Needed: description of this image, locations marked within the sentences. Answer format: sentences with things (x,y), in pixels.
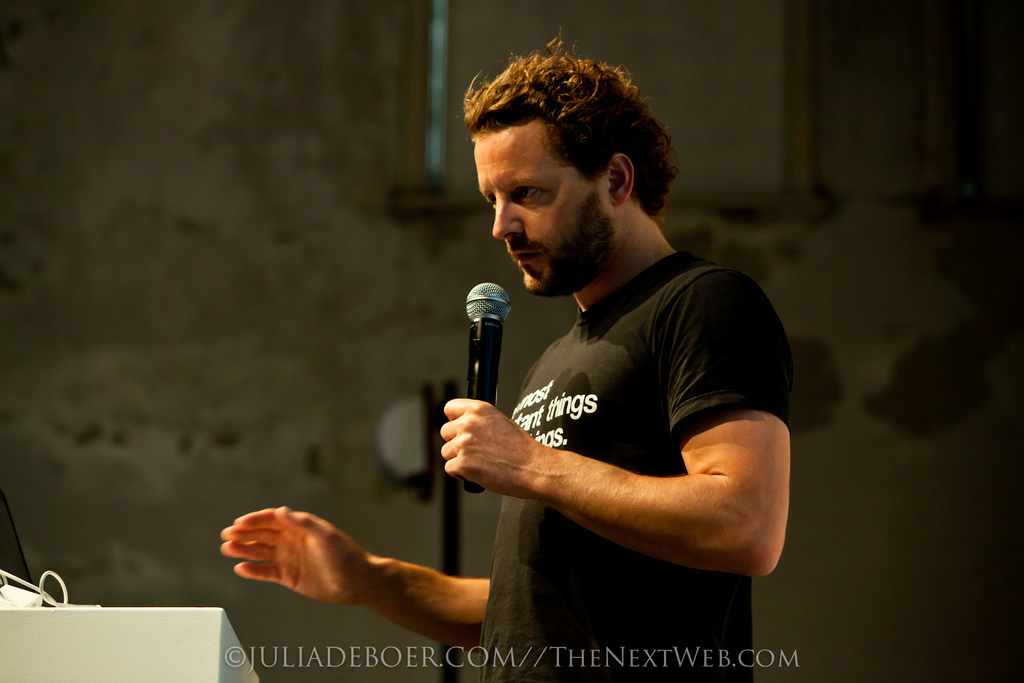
In this image there is a person (605,516) with black t-shirt (688,333) and he is holding a microphone (487,358).
